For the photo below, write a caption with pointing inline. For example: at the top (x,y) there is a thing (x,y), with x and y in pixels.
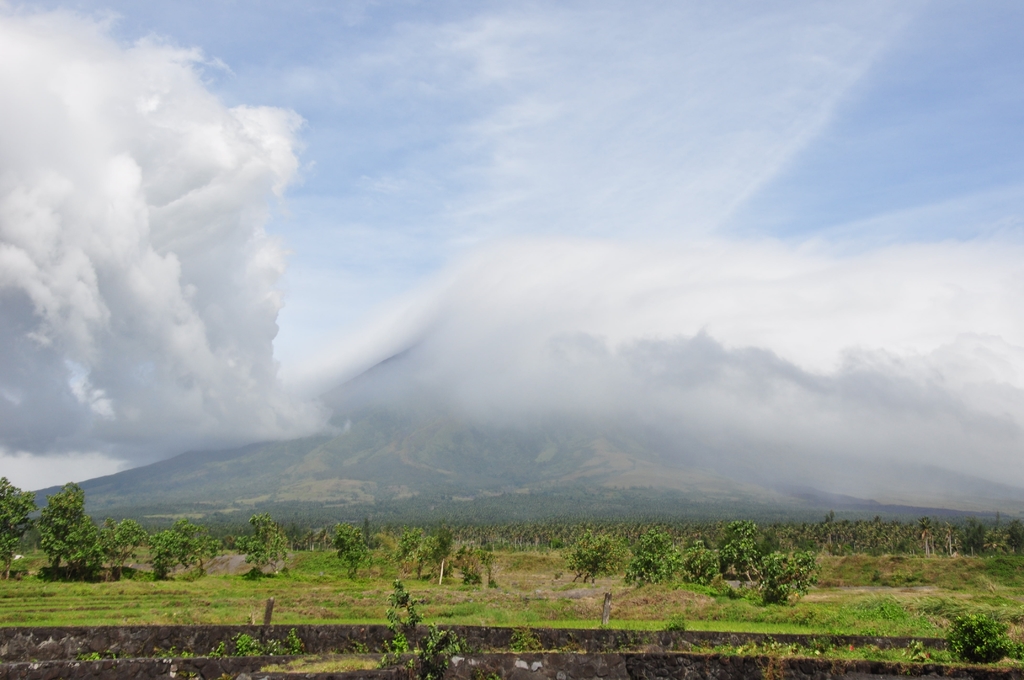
In this image there are trees (285,516) and plants (710,571) on the land (284,583) having grass (191,597). Bottom of the image (326,630) there is a wall (534,653). Background (450,430) there is a hill (511,466). Top of the image (514,160) there is sky (302,357) with some clouds (492,341).
